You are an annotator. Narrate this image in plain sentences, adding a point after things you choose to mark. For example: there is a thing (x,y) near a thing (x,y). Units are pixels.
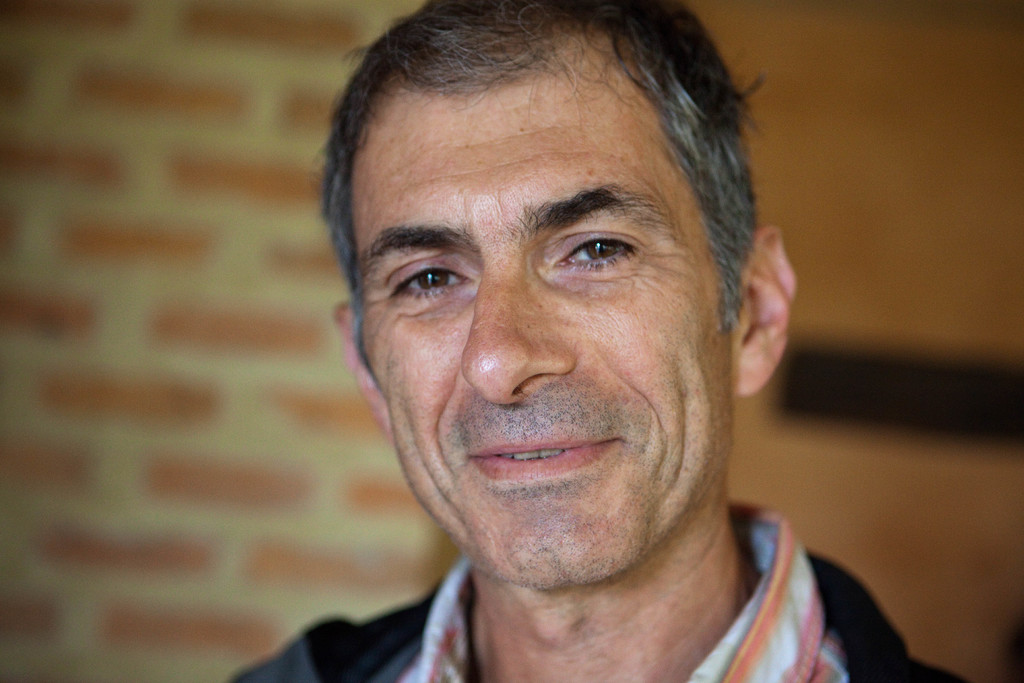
In this picture there is a man (467,345) in the center of the image (502,236) and there is a wall (233,355) on the left side of the image (254,282) in the background area of the image (259,121).
